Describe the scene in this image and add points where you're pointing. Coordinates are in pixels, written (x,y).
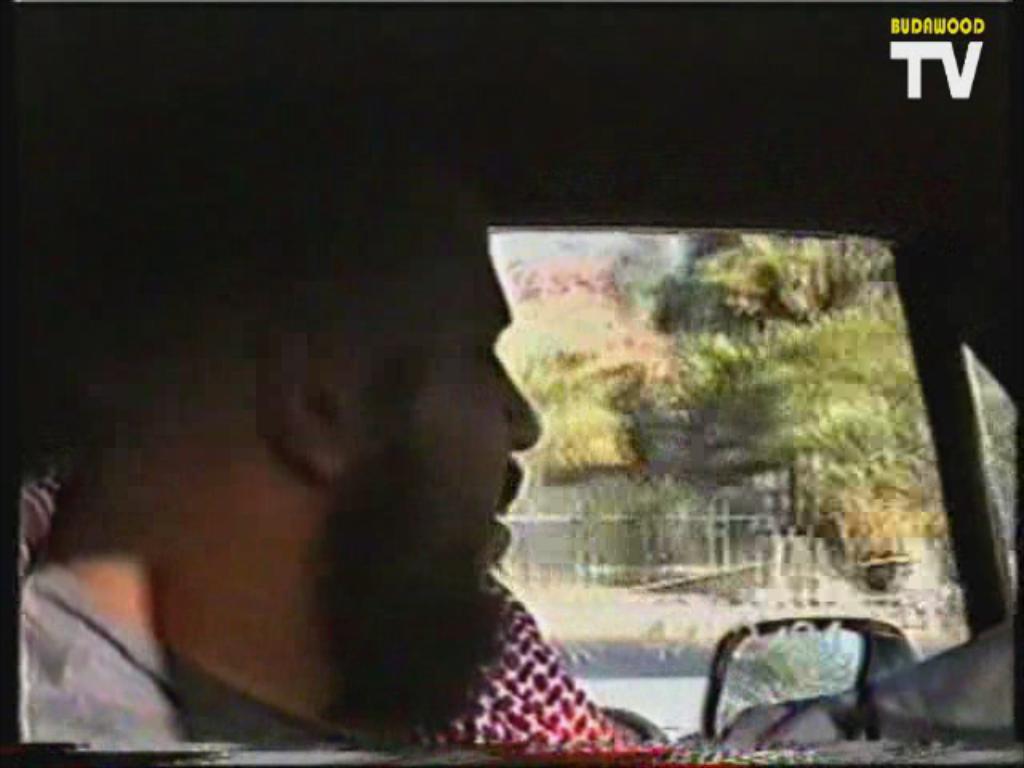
In this picture there is a man (154,454) on the left side of the image (341,440), inside a car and there are trees (714,400) in the background area of the image (723,429).
